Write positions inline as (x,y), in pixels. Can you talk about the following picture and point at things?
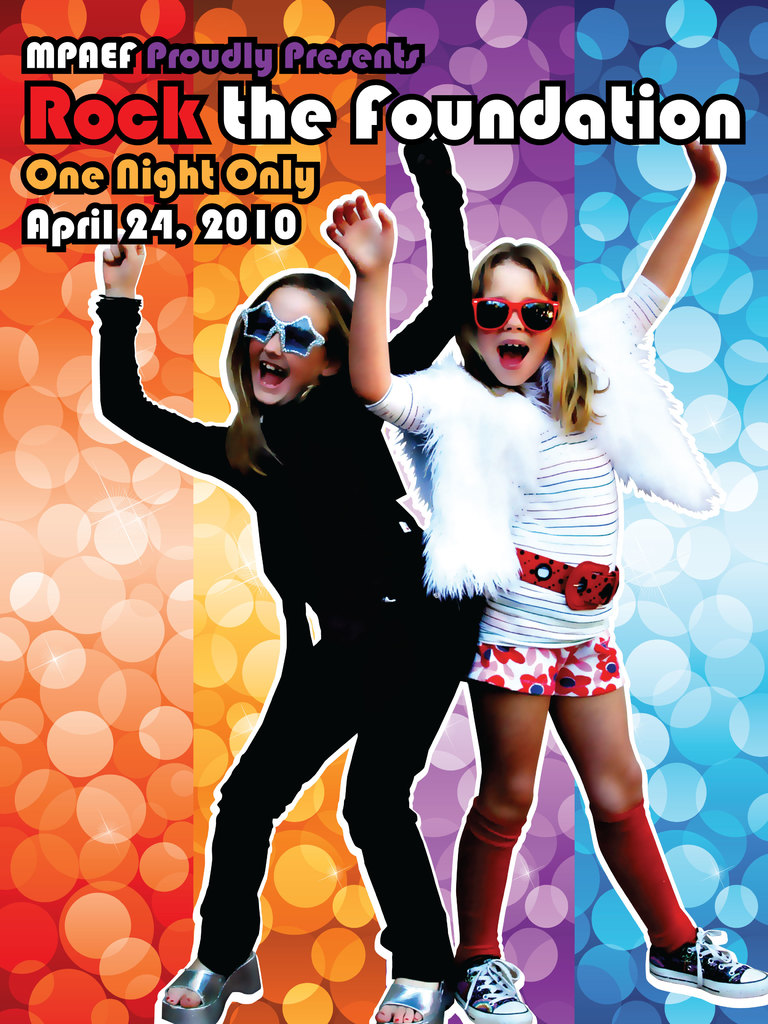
In this image we can see a poster (415,814). There are few people (474,590) in the image. There is some text (88,128) at the top of the image (296,193).
